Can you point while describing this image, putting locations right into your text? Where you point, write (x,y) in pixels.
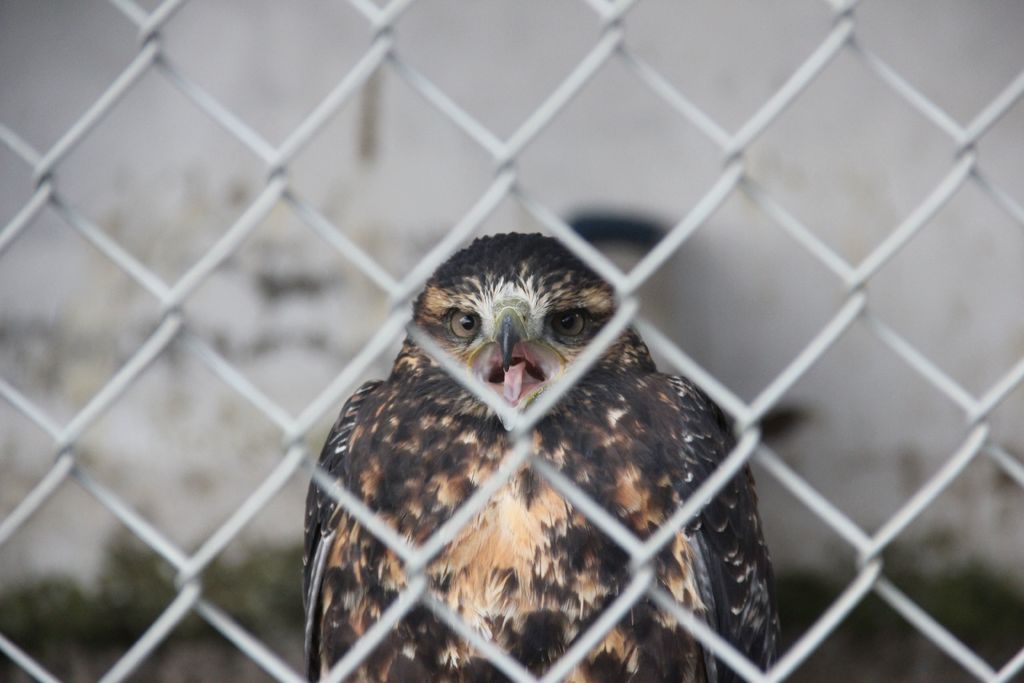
In the foreground (349,257) there is a net (587,497). Behind this there is a bird (451,479). In the background (389,145), I can see a wall (353,142).
